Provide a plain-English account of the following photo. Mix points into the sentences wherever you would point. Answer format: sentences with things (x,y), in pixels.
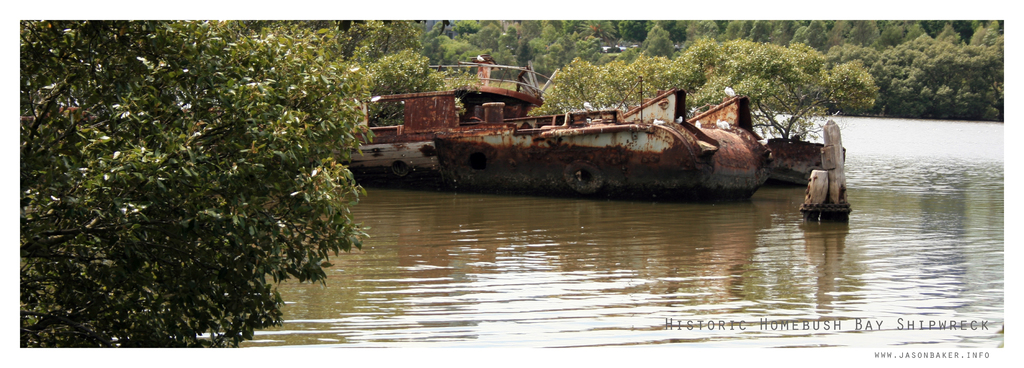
In this picture we can see an old rusted boat (727,192) on the river (589,241) surrounded by trees (178,151) and water (526,280).
